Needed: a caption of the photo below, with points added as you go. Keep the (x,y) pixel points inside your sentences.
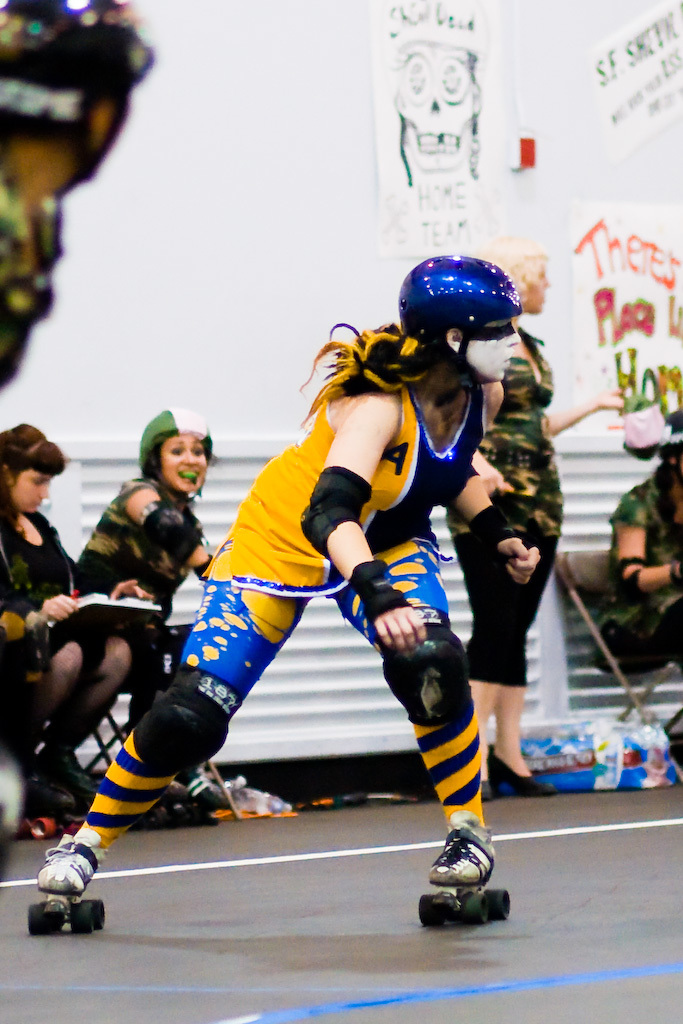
In this picture there is a girl (446,438) in the center of the image (294,485), she is skating and there are other girls (39,576) in the background area of the image (541,435), there are posters (443,166) on the wall (506,229) on the right side of the image (468,236).
